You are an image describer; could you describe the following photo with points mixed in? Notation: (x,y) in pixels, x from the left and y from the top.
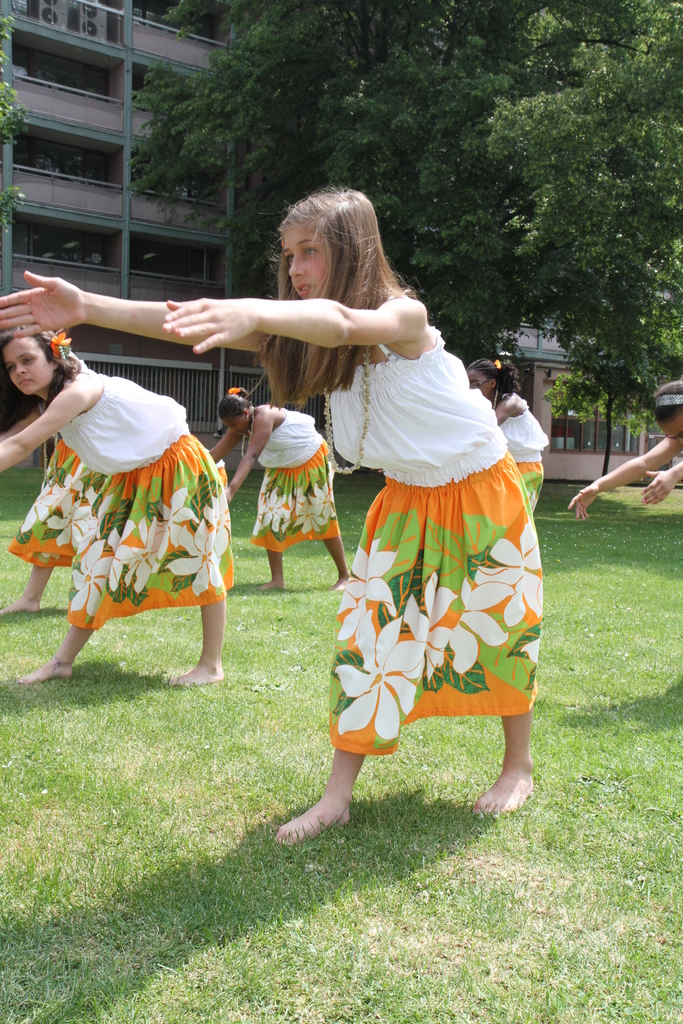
In the picture I can see a few women (314,383) standing on the grass (557,651) and looks like they are doing an exercise. In the background (509,147), I can see the building (59,14) and trees (510,83).
